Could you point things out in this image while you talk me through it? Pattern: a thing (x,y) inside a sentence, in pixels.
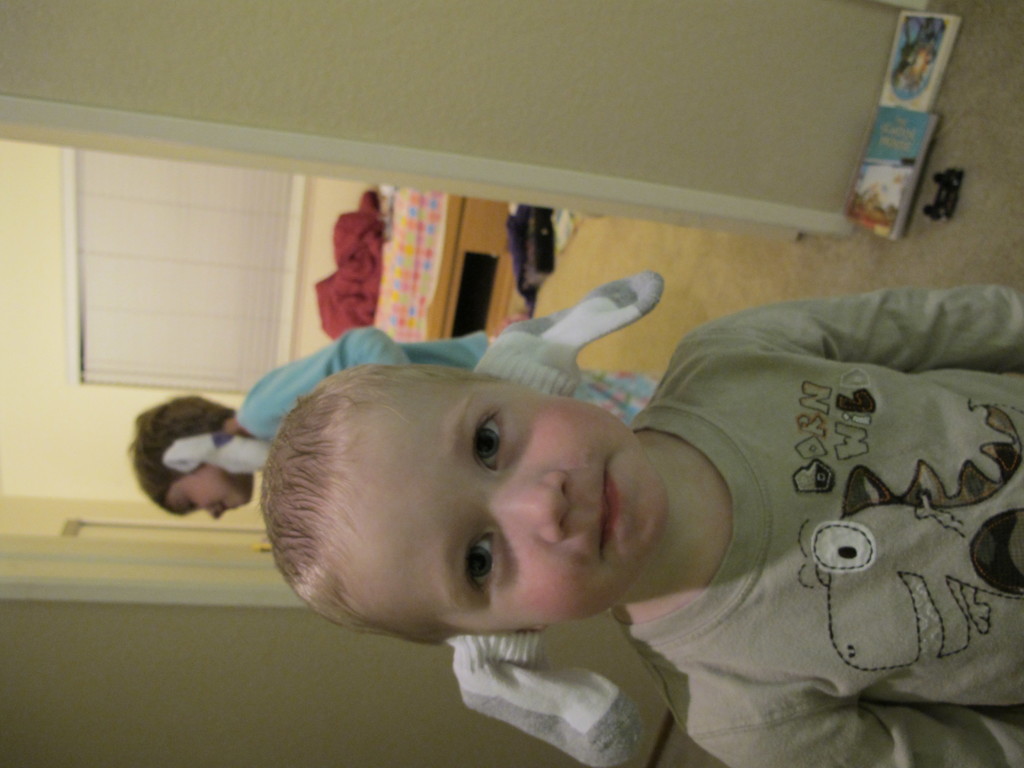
In this picture we can see there are two kids (592,520) standing on the floor (932,165) and on the right side of the kids (761,516) there are books (901,167) on the floor (931,179). Behind the kids (402,450) there is a bed (429,326), cloth (346,272) and a wall (327,270) with a window shutter (131,289) and a door (93,540).
